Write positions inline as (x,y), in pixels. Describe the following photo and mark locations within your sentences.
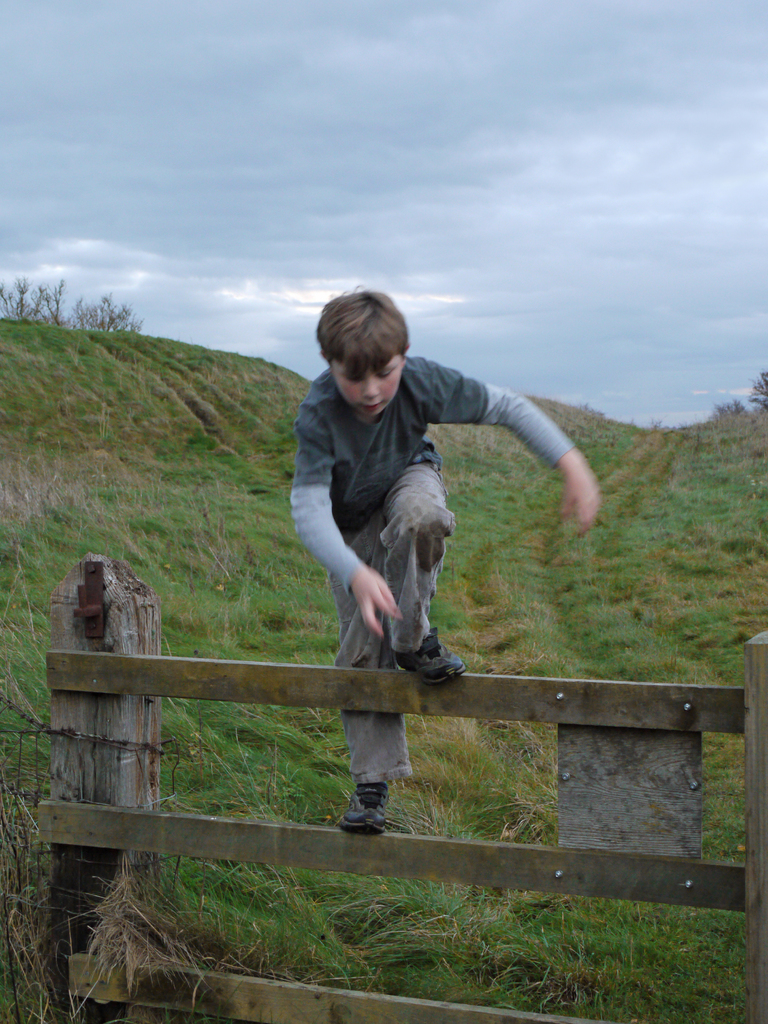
In this picture there is a boy (378,402) standing on the wooden railing (701,896). At the back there are trees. At the top (558,57) there is sky (400,228) and there are clouds (544,182). At the bottom (403,938) there is grass (484,646).
